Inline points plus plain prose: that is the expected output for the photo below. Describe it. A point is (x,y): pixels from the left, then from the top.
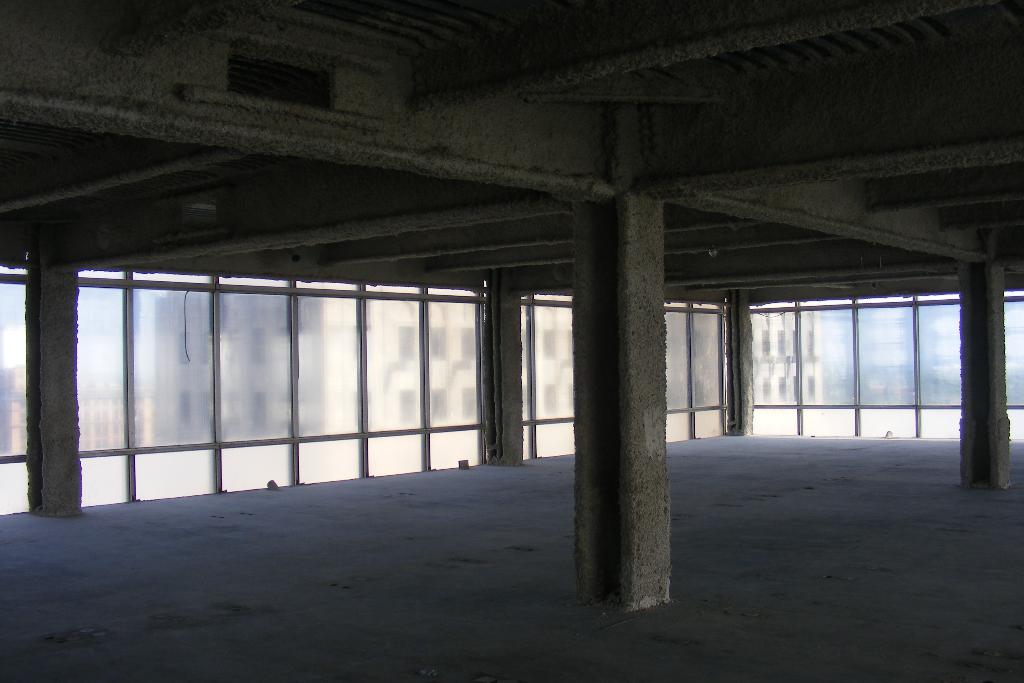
This image is taken from inside the building (371,498), In this image there are pillars (46,438), in the background (141,381) there is a glass wall (374,379). At the top of the image (442,218) there is a ceiling (543,169).
